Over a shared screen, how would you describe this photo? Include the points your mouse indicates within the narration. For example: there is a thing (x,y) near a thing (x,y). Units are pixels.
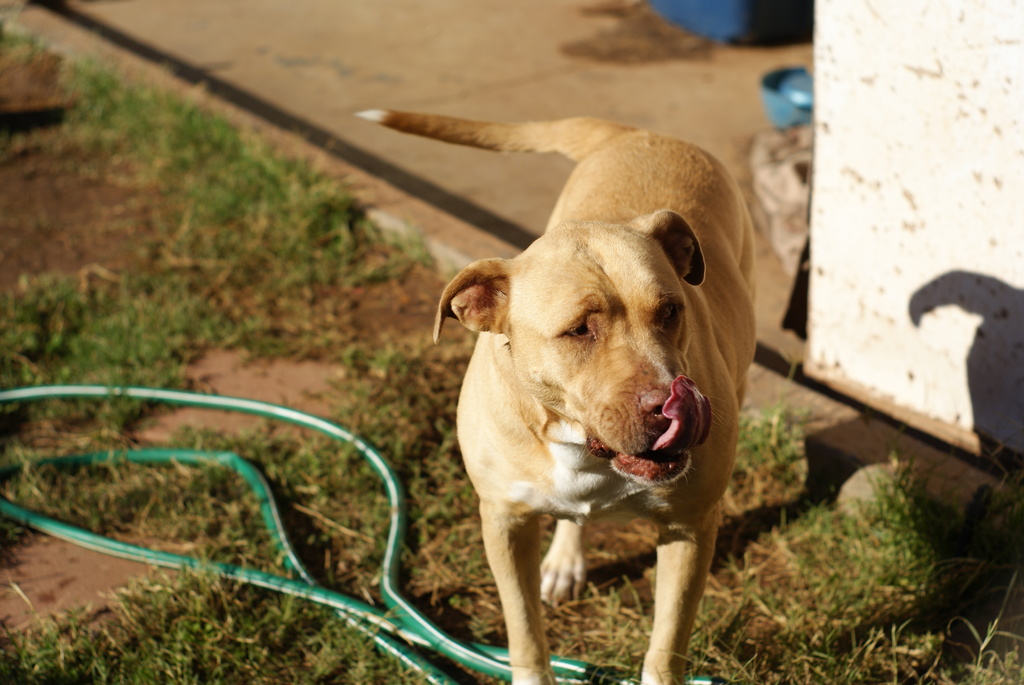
In this picture I can observe a dog (559,421) standing on the land (351,350). This dog (544,500) is in cream color. I can observe green color pipe (204,569) on the ground (378,552). On the right side (935,88) there is a wall (943,141).
